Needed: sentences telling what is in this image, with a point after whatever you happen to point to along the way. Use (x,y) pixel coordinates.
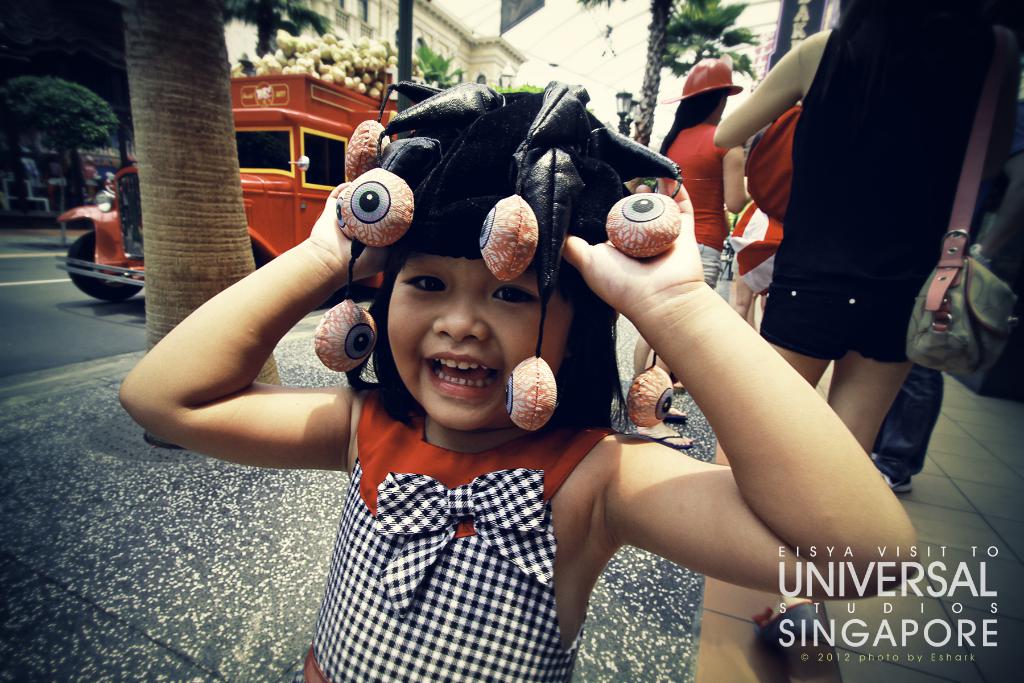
It is an edited image there is a girl (546,425) holding some toy (550,264) above her head (419,319) and around that girl (436,302) there are some other people (780,134) and on the left side (107,200) there is a vehicle (72,270) on the road (13,250), behind the vehicle (242,119) there is a building (448,26) and some trees (65,111).
